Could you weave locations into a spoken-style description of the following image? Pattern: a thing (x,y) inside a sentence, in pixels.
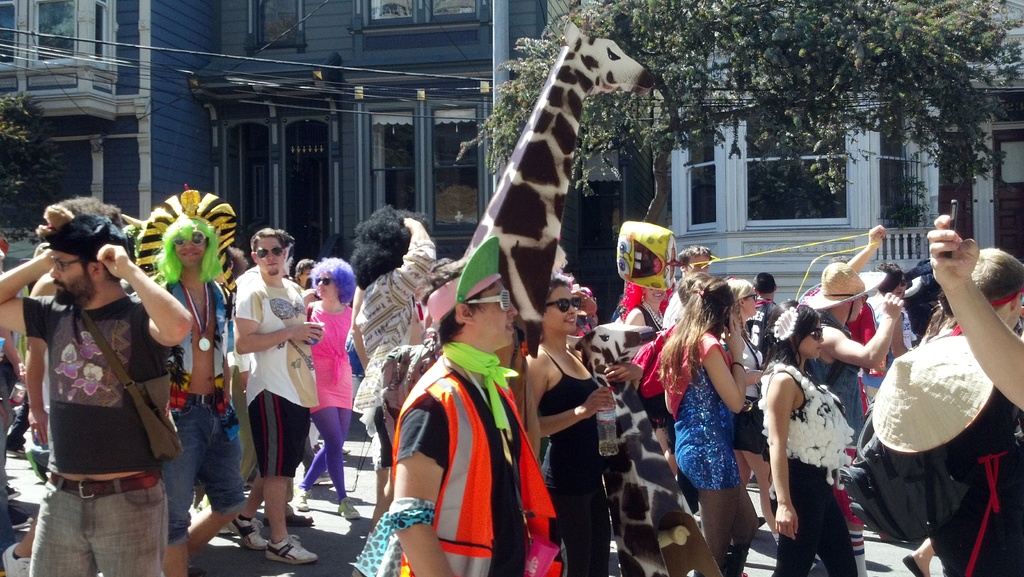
In this image, we can see people (134,490) and some are wearing bags (862,448) and costumes (816,477) and some are holding objects (602,361) in their hands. In the background (256,202), there are buildings (396,81), trees (776,116) and we can see wires (419,98). At the bottom (314,514), there is a road (314,536).
